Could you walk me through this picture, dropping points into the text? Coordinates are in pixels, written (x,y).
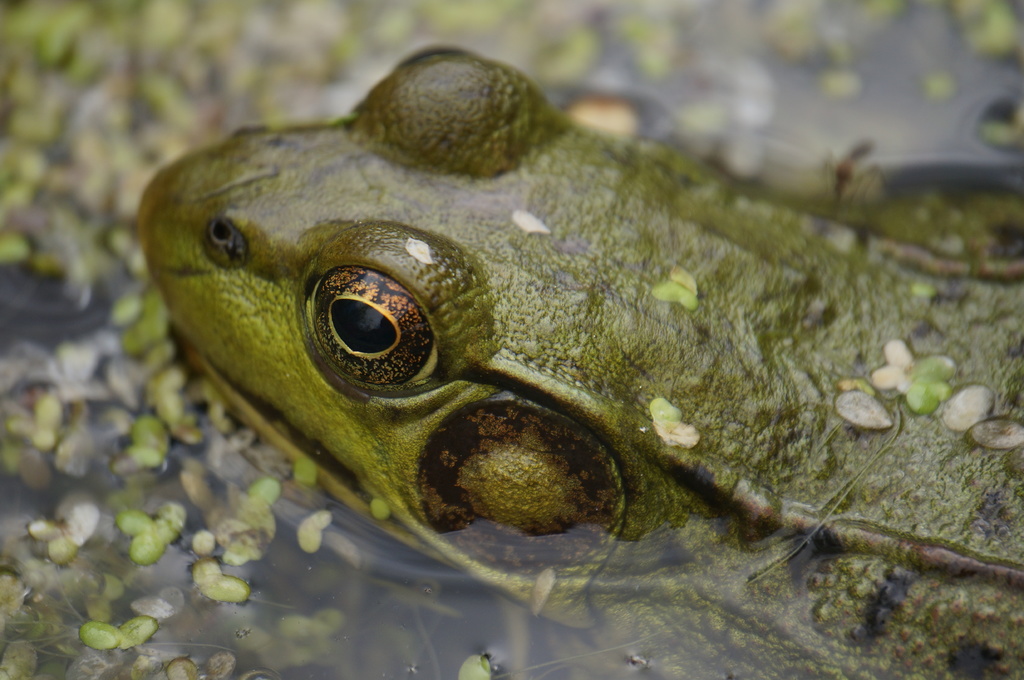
In this image there is a frog (530,250) truncated towards the right of the image (717,244), there are plants (116,203) truncated, there is water (852,110) truncated.
